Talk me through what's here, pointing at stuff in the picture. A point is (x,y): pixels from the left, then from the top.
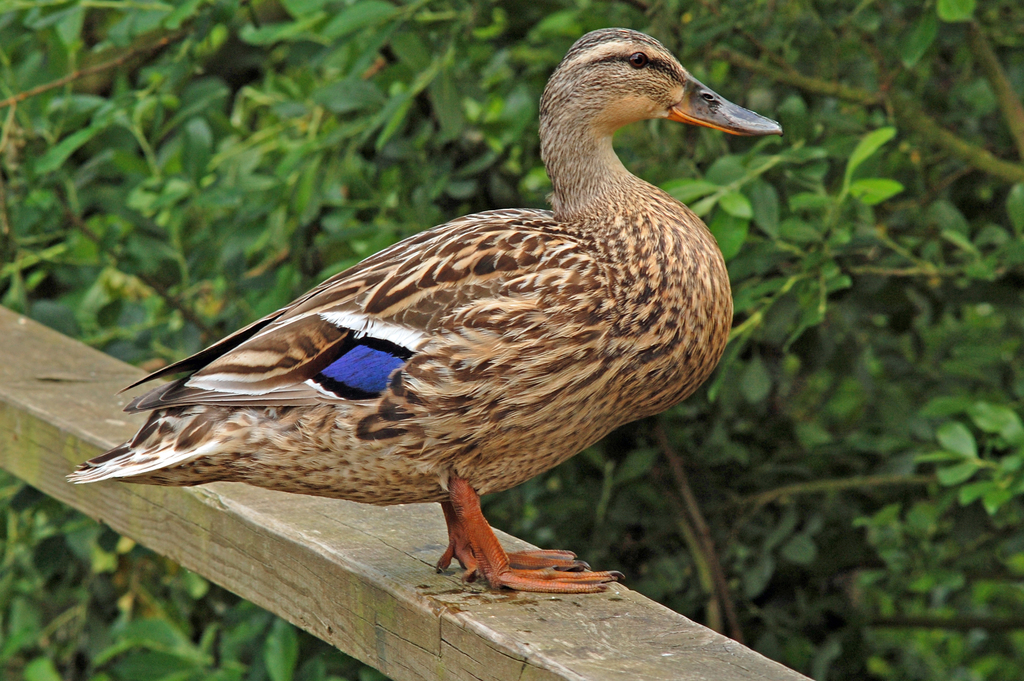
In this image, we can see a duck (434,351) standing on the wooden pole (265,538). In the background (73,530), we can see leaves (443,16) and stems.
